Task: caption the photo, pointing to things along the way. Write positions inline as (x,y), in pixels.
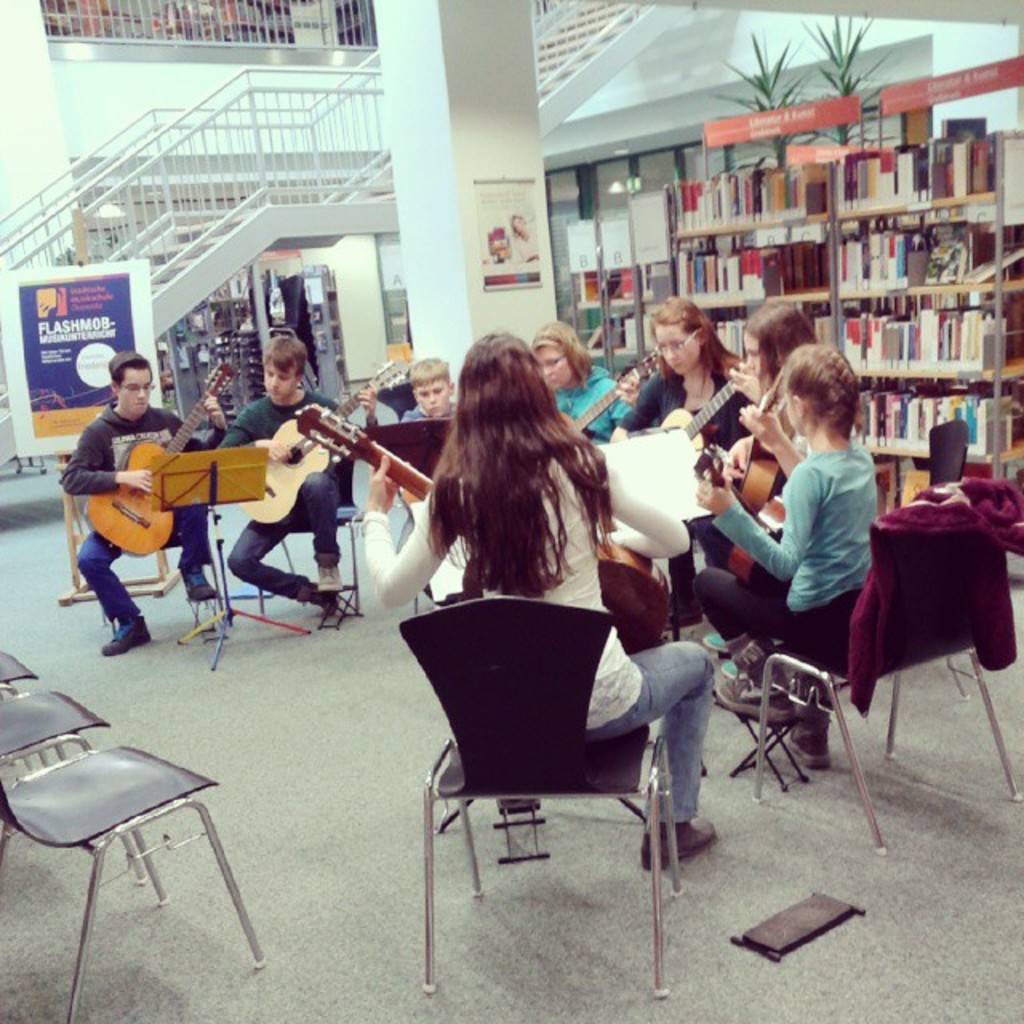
Here we can see a group of people (259,548) sitting on the chair (471,608) and playing guitar (713,486), and here is the pillar (487,132), and at back (901,230) here is the book shelves (828,214), and here is the staircase (175,178).
